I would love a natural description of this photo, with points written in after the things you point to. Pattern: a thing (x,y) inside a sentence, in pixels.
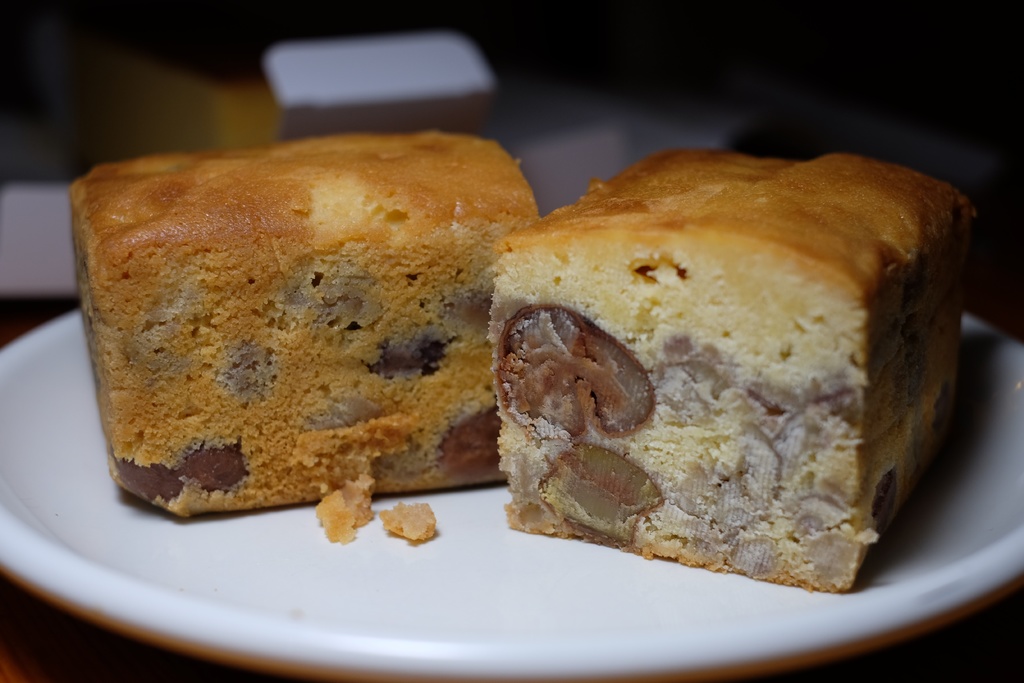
In this image I can see two pieces of plum cake (483,359) on a plate (529,617) with a blurred background (641,65).
